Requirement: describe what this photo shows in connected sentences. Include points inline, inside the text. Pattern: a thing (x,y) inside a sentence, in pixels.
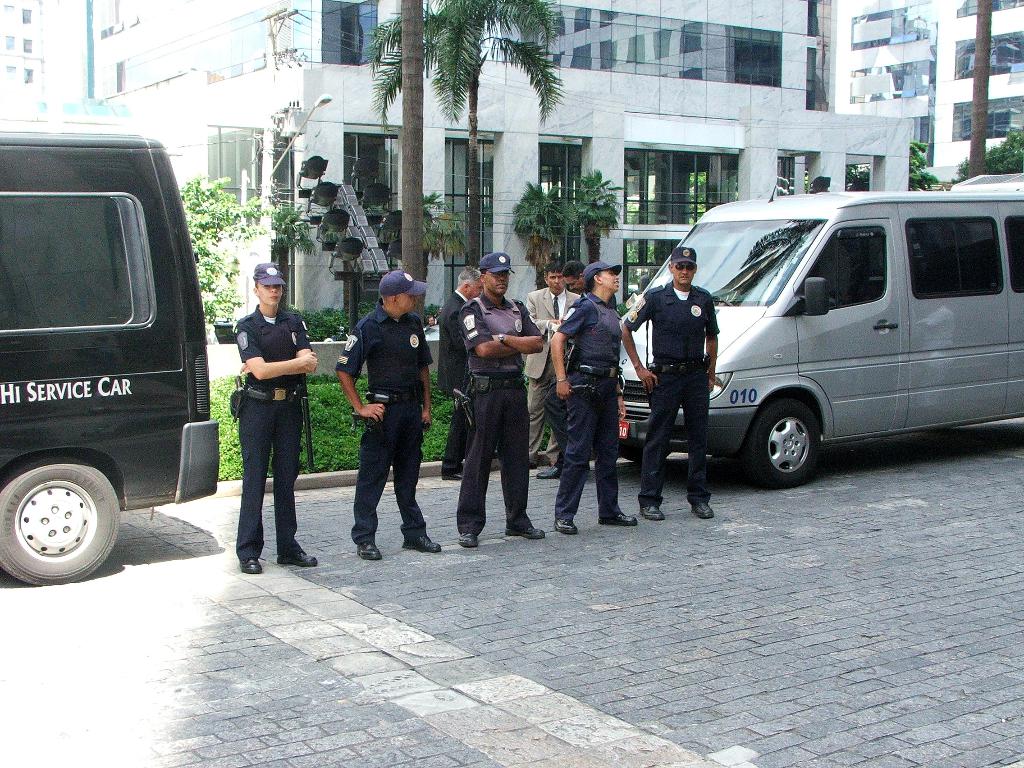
The 5 police persons (488,411) are standing on road (594,594). Everyone wore police dress (503,391) and cap (682,255). Everyone have their guns (471,400). Beside this woman (272,358) there is a black car (149,387) with a wheel (67,487). Backside this police person (493,343) there are 3 people (543,292) standing. These 2 persons (550,324) are discussing with each other as we can see they are looking at same side. Beside this man (673,325) there is a van (946,325) in silver color. Backside of these there is a plants (335,411), trees (439,62) and building (345,82). Building (355,99) is with glasses (702,77).
